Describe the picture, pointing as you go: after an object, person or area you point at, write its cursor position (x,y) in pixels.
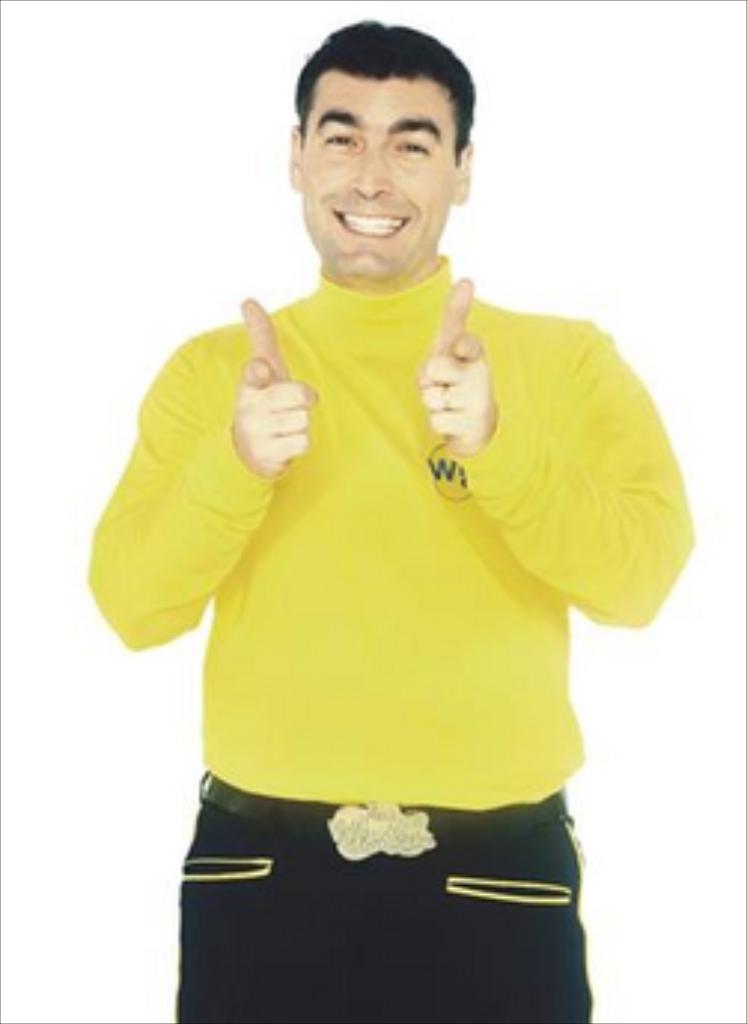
In this image we can see a person (358,444), and the background (225,60) is white in color.
